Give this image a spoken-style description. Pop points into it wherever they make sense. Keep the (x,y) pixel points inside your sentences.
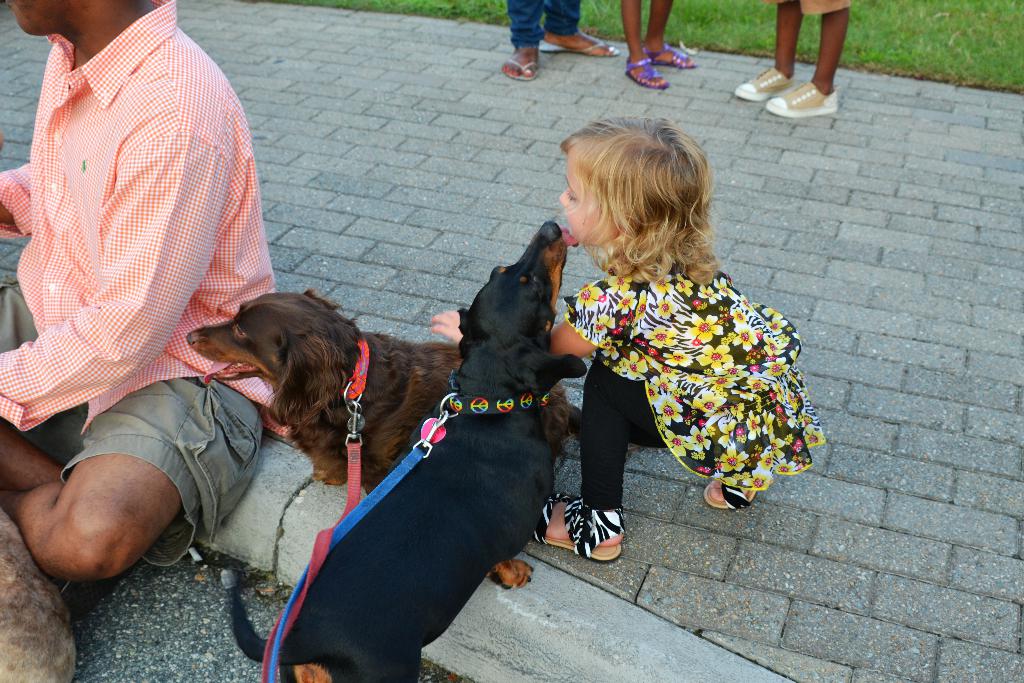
This picture is consists of a dog (432,549) who is licking the girl (571,519) at the right side of the image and the man (87,438) who is sitting at the left side of the image (163,292) and the grass floor (607,30) is at the right side of the image (913,25).
